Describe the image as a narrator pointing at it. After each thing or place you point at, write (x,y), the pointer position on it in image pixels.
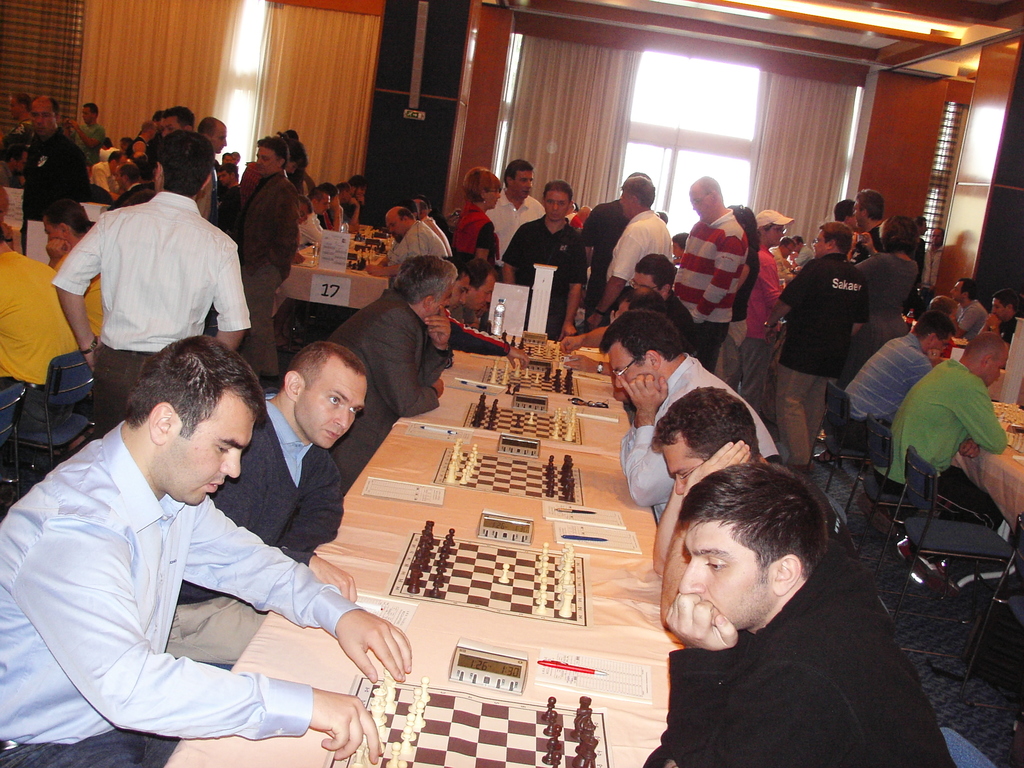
In the image we can see there are people (345,434) who are sitting on chair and others (522,240) are standing and on table (443,648) there are chess board (440,731) with coins (550,716), there is stopwatch (504,654), paper (574,661) and pen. At the back (839,209) others (862,214) are standing and few people (900,366) are sitting.
